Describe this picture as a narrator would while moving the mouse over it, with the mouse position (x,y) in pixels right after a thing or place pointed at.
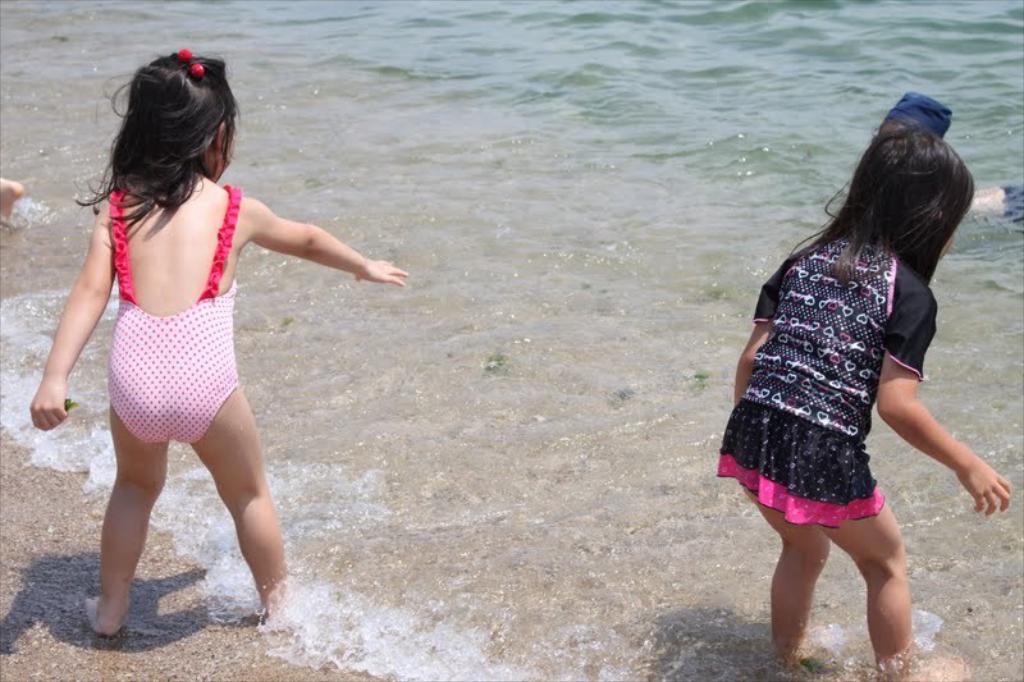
In this image I can see two girls (176,388) are standing in the water (579,239).
